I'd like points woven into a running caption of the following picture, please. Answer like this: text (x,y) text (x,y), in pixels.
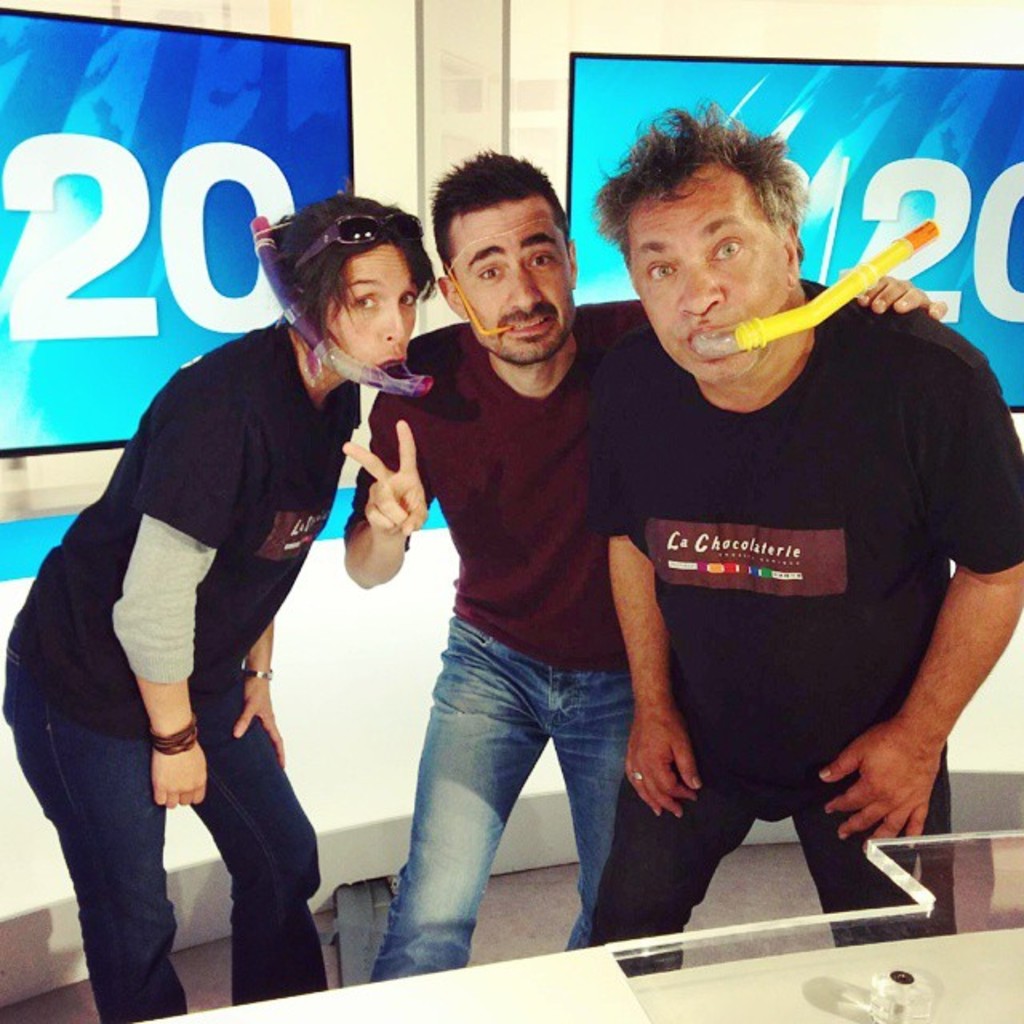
There are two men (564,513) and a woman (277,479) standing. These are the kind of pipes (877,272). I can see the screens (254,150) with the display (214,67), which are attached to the wall (704,46). This looks like a glass table (855,961).
